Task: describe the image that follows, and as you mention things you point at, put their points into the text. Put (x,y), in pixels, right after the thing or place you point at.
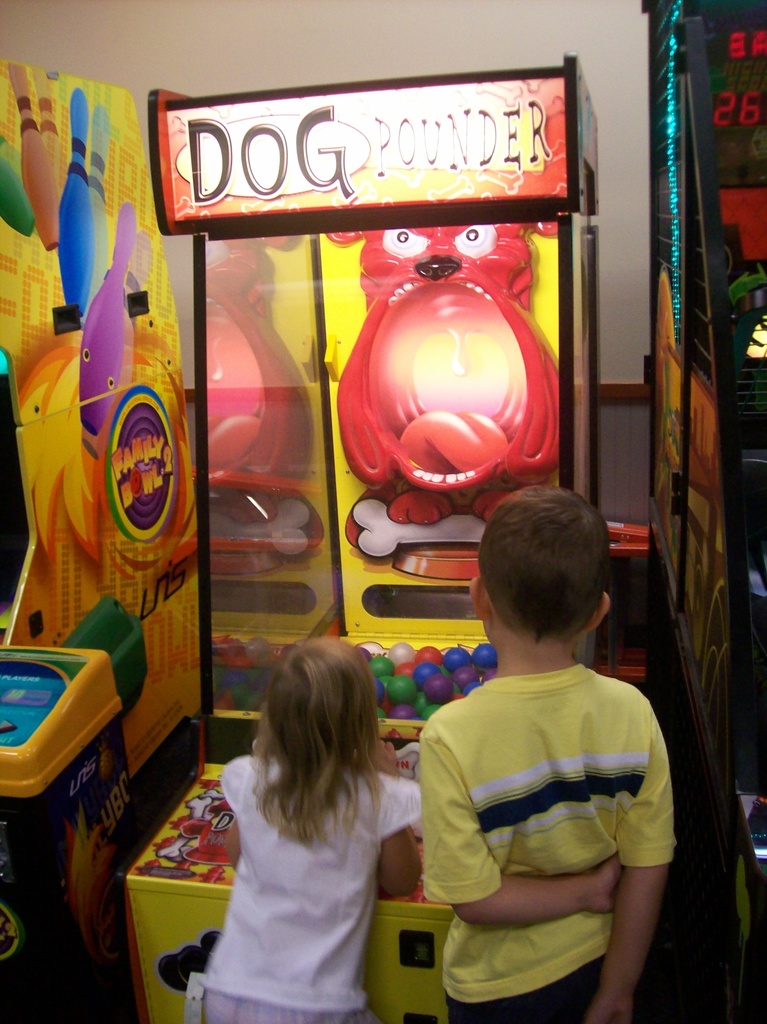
In this image we can see a boy (464,959) and a girl (344,947) standing, before them we can see slot machines (357,632). In the background (341,74) there is a wall (260,86).
